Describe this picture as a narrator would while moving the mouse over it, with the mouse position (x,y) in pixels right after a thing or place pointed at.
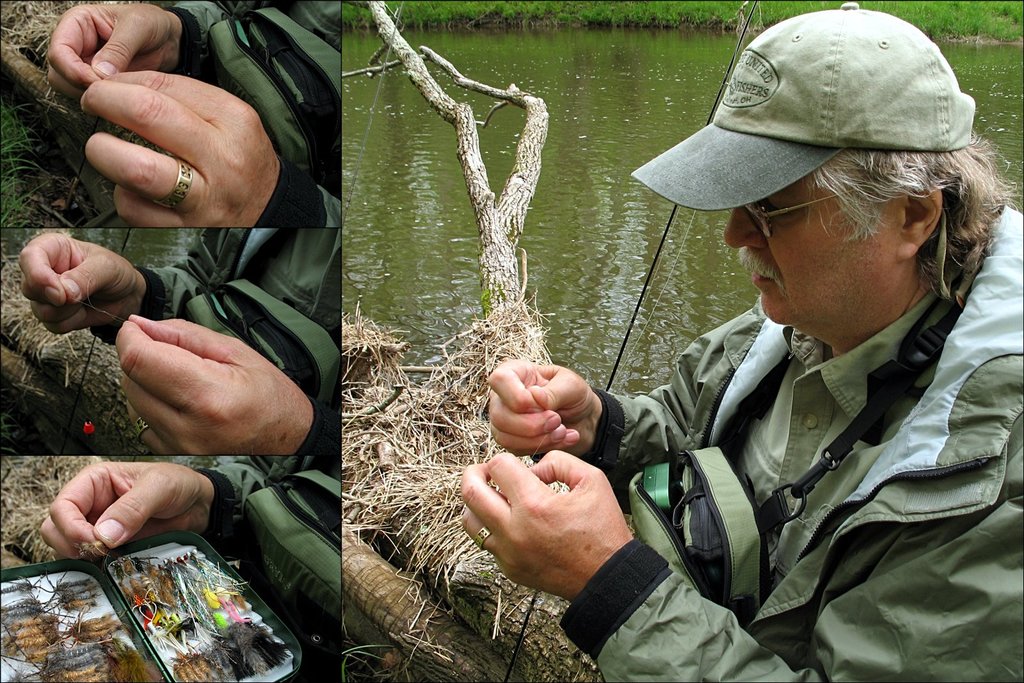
In this picture I can see the collage frames (392,300). On the right (965,228) there is a man (965,228) who is wearing jacket (950,358) and bag (729,473). He is standing near to the grass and water (682,288). On the left (100,65) I can see three frames (34,566). In every frame (36,415) I can see the person's hand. In the bottom left corner (187,574) I can see some fishing flies (112,666) in a box (109,593).
